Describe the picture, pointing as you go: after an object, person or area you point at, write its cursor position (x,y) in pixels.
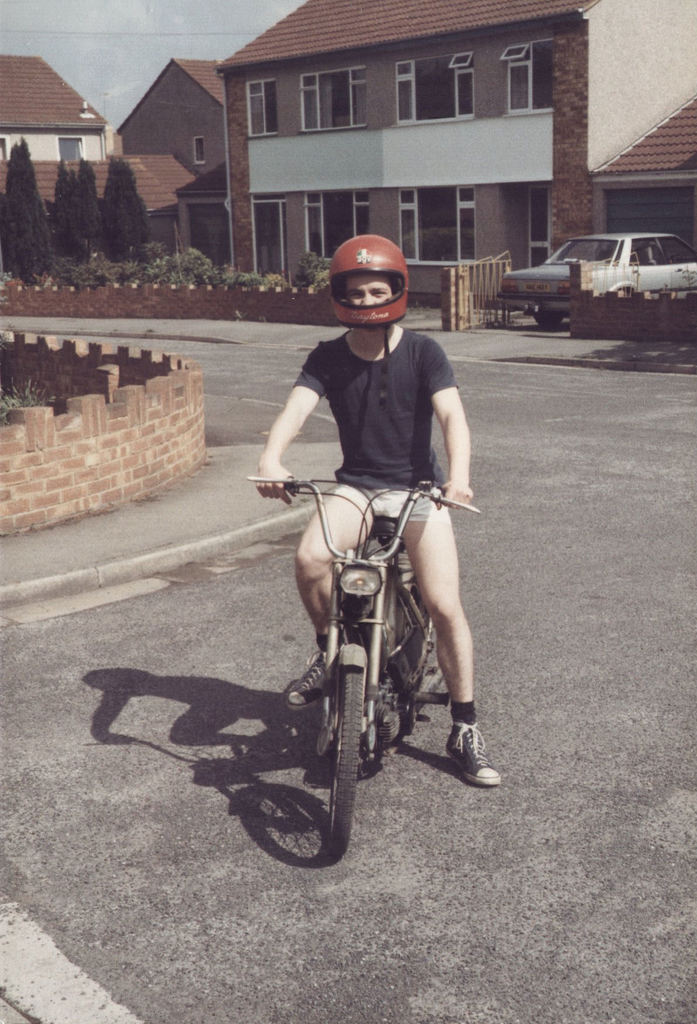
In this picture a guy (346,487) who is wearing a helmet (375,317) and sitting on a old bike (354,638). In the background (520,254) there is a vehicle (567,277) and few small houses (278,126). There are also trees (51,204) in the background (127,209).
